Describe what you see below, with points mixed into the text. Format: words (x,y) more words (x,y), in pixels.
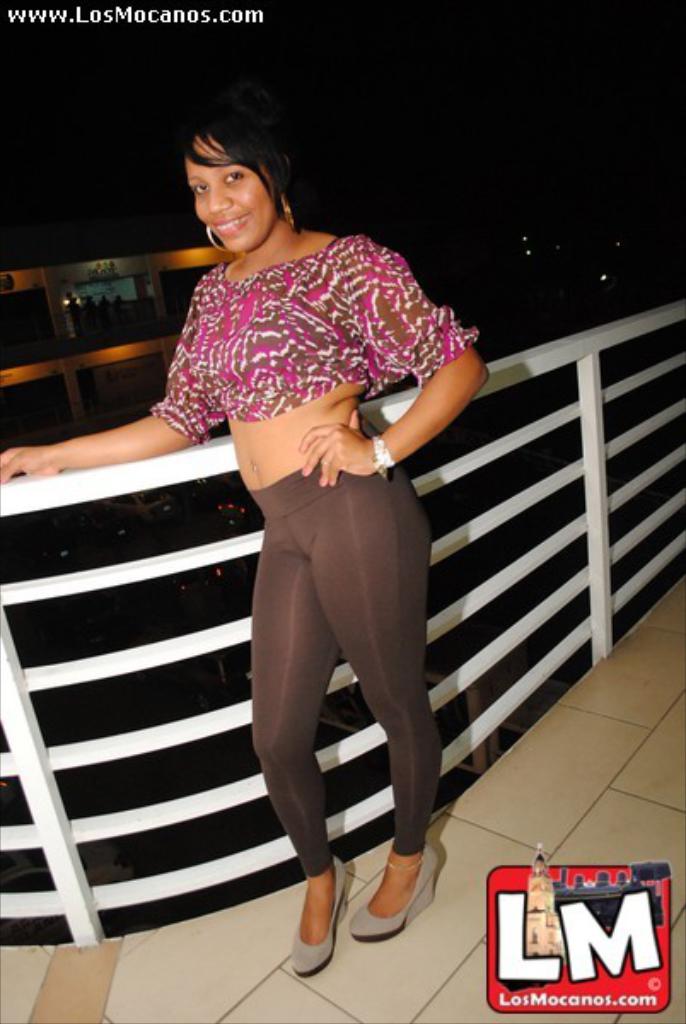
In the middle of the image (255,606) a woman (343,347) is standing and smiling. Behind her we can see fencing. Background of the image (545,70) is blur.
